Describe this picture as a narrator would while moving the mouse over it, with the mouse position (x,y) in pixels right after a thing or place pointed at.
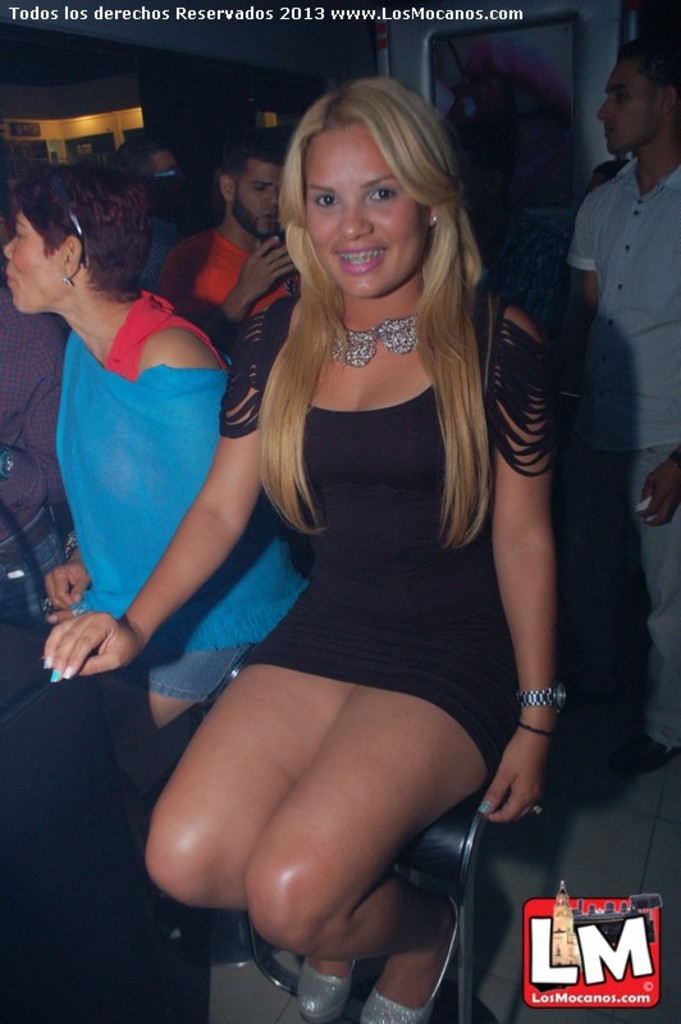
In this image we can see many people (366,300). Few (283,410) are sitting on chairs (448,818). There is watermark (607,946) in the right bottom corner (619,958). And there is text (243,9) at the top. In the back (467,66) there is wall (579,100) with photo (505,81).
